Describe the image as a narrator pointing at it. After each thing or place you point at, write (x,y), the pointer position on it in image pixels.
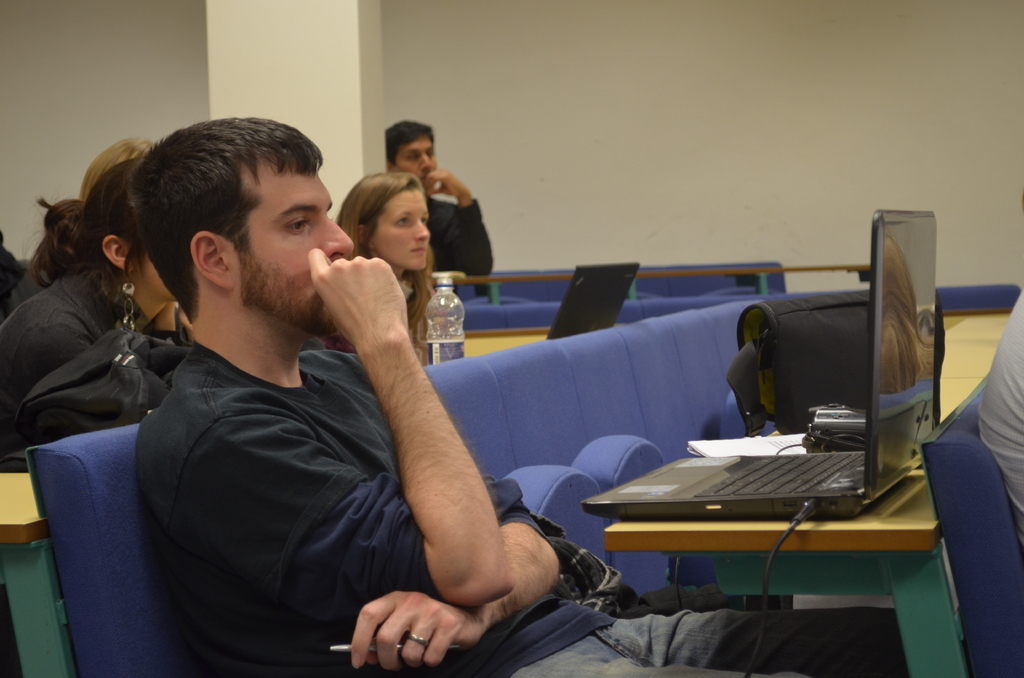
In this image I can see the group of people (433,418) sitting In front of the table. On the table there is a bag (784,427) and the laptop (773,497).
